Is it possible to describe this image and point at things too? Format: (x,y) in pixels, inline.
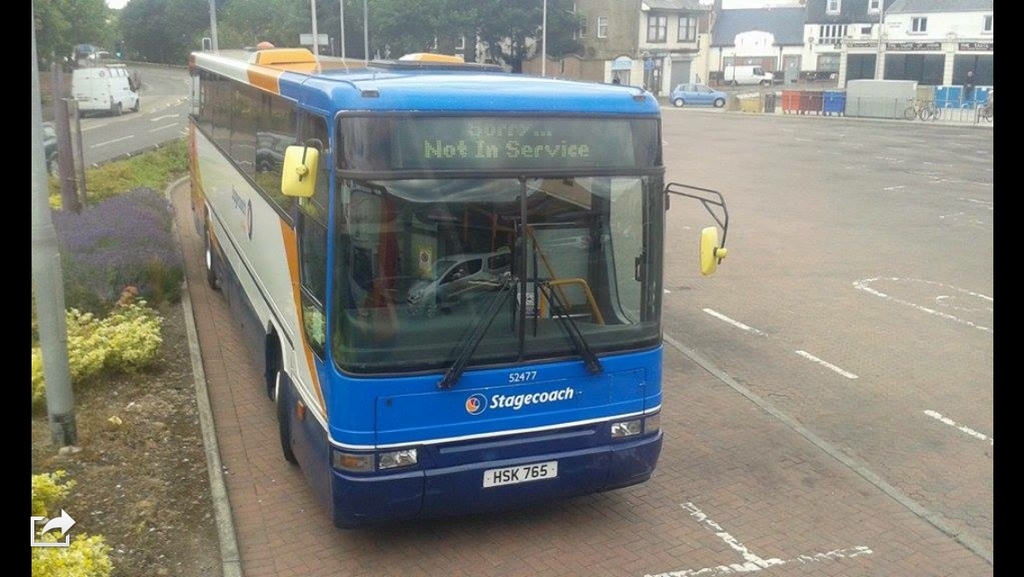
In this image we can see a blue color bus (461,387) on the road (623,491). To the left side of the image (127,320) there are poles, plants (125,236). In the background of the image (425,17) there are trees (333,33), poles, buildings (702,47), vehicles (756,73). To the left side of the image (109,90) there is road (149,144) on which there are vehicles (90,94).
